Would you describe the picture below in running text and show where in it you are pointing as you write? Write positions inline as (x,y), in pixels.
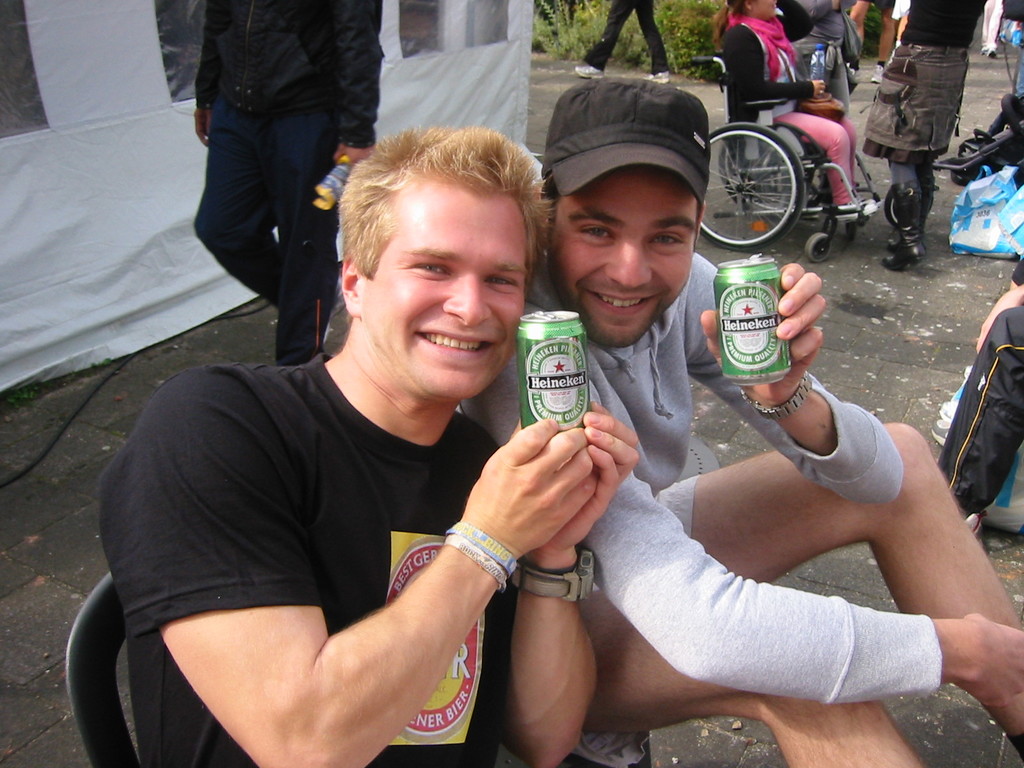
In the foreground of the image (447,267), there are two persons (221,552) sitting on the chair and holding a beverage cans (563,396) in their hands (804,348). In the right (842,39) background of the image (822,36), there are group of people (789,84) sitting on the wheelchair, walking and standing. In the left (206,85) background of the image (61,119) top, there is one person (269,166) walking and a white color tent (107,132) is there. This image is taken during day time.
